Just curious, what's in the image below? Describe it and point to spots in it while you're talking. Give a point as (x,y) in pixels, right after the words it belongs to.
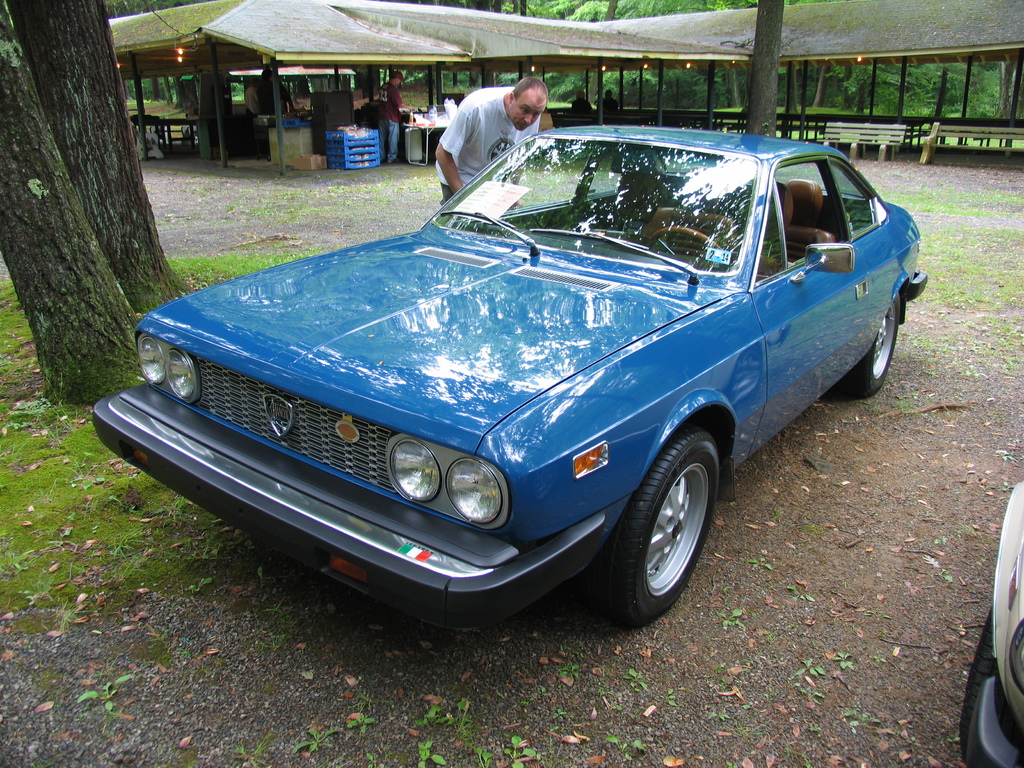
In this image we can see some persons (443,140) standing on the ground (422,194). Two vehicles (772,398) parked on the ground (409,197). In the background (812,39), we can see a shed (346,64) with poles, bench (885,139), table (441,126) with some objects (435,112), two persons (588,106) are sitting, containers (358,152) on the ground (314,185), a group of trees (117,262) and some lights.
